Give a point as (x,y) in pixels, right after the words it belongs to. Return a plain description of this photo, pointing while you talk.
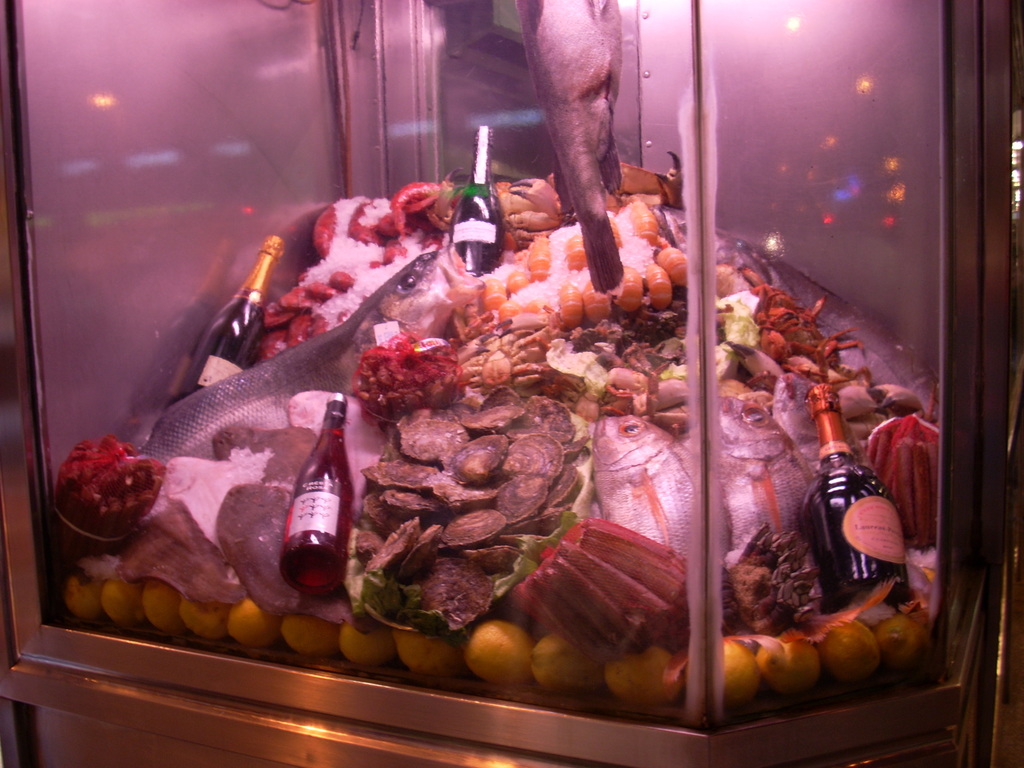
In this picture there is a display case (133,55), in the display case (461,107) there are fishes (571,91), oysters (515,429), bottles (494,210) and many food items (529,449).
